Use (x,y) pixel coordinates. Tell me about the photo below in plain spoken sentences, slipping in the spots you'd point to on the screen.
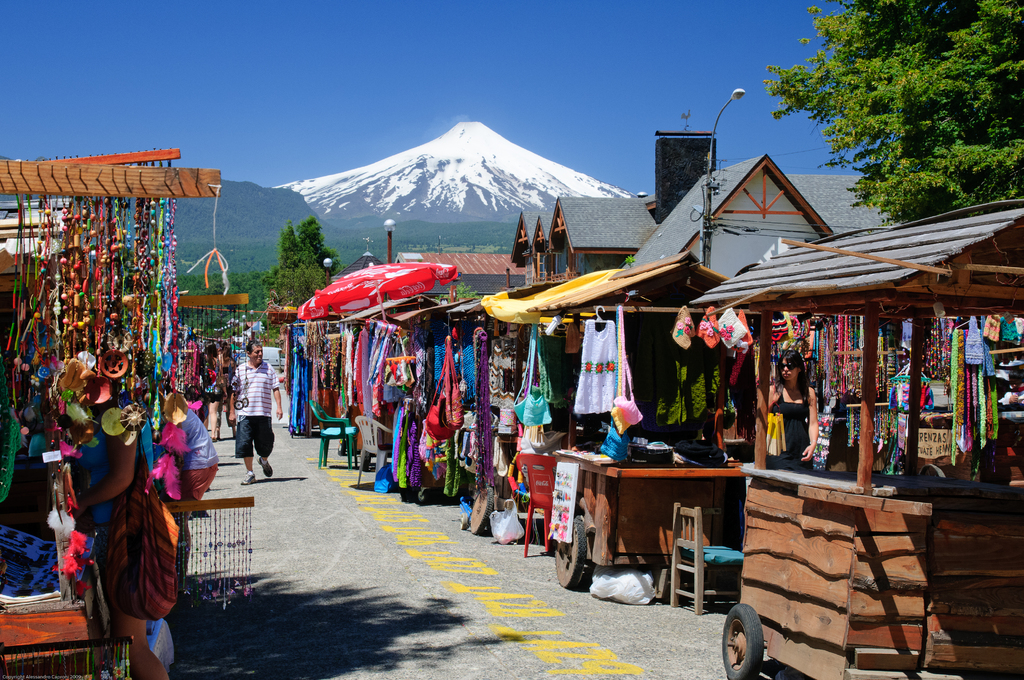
In this image i can see different types of shops (467,454) and at the background of the image (359,229) there are trees (312,272), mountains (474,177) and clear sky (253,165).
